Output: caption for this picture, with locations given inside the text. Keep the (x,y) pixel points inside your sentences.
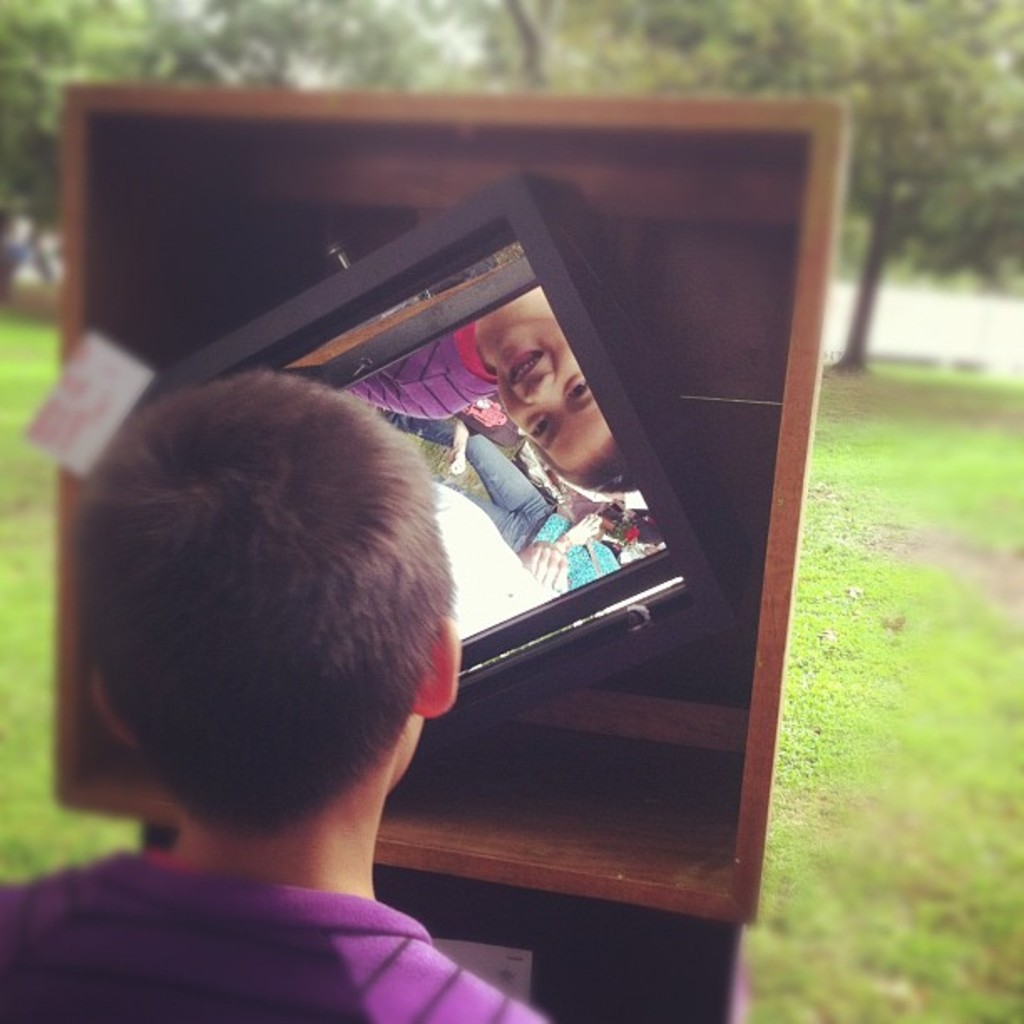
In this picture there is a small boy (246,596) looking into the mirror (345,329) which is placed on the wooden box (693,411). Behind there are some trees (365,43).
